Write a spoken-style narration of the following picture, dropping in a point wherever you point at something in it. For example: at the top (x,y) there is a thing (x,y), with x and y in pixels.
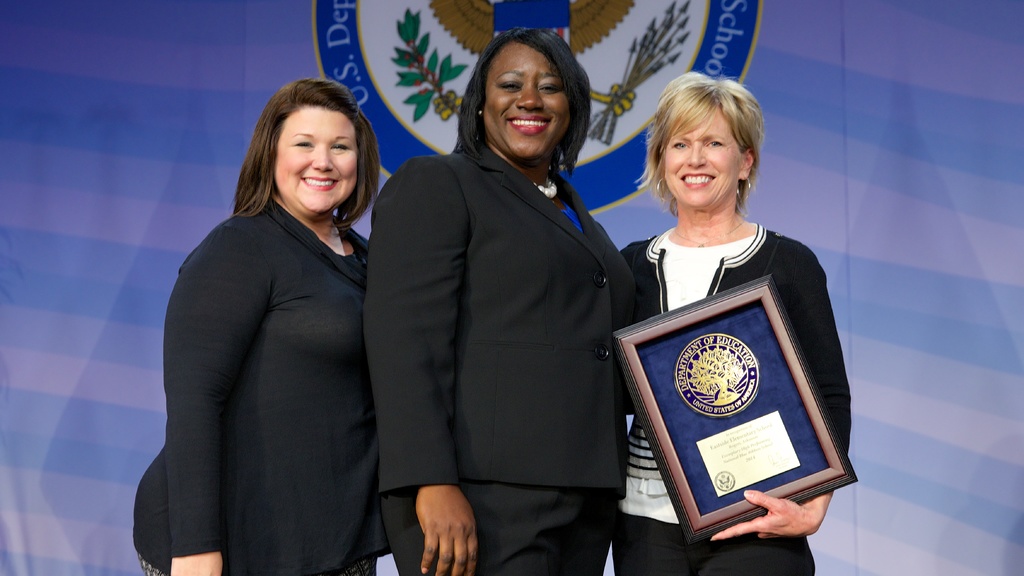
In the image we can see three women (490,354) standing, wearing clothes (544,393) and they are smiling. The right side woman (825,374) is wearing earrings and holding the frame (740,427) in hand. Behind them, we can see the poster (734,68).
